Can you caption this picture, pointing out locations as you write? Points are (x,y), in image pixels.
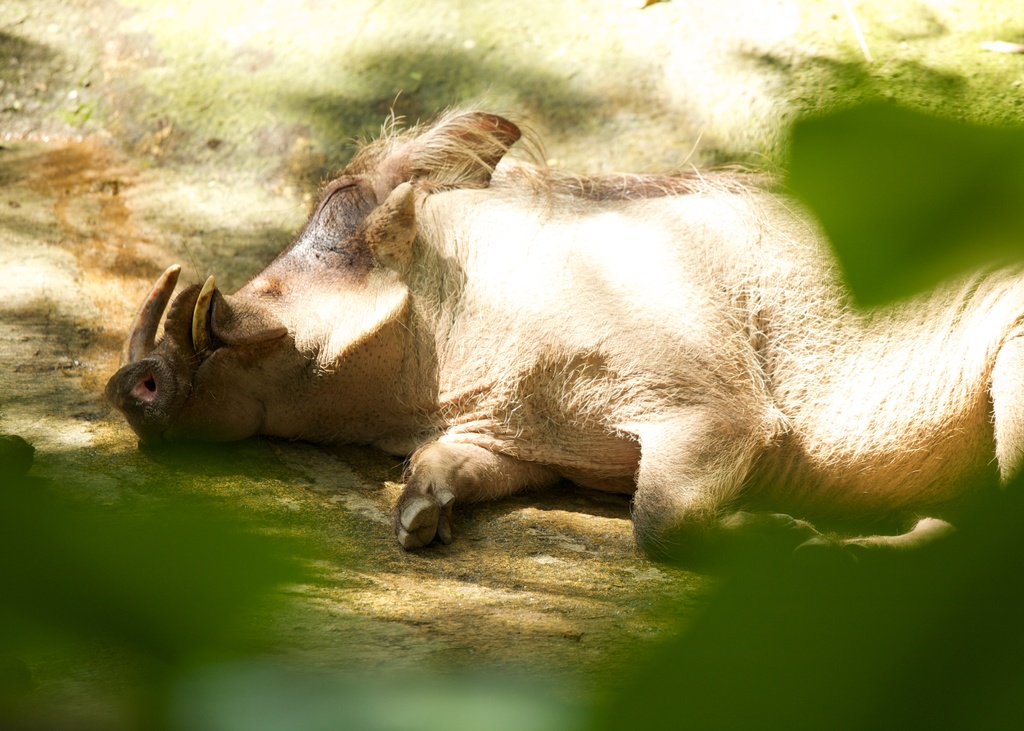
In this image I can see few green colour blurry things (820,709) in the front (782,687) and in the background (870,358) I can see a pig (426,364).
